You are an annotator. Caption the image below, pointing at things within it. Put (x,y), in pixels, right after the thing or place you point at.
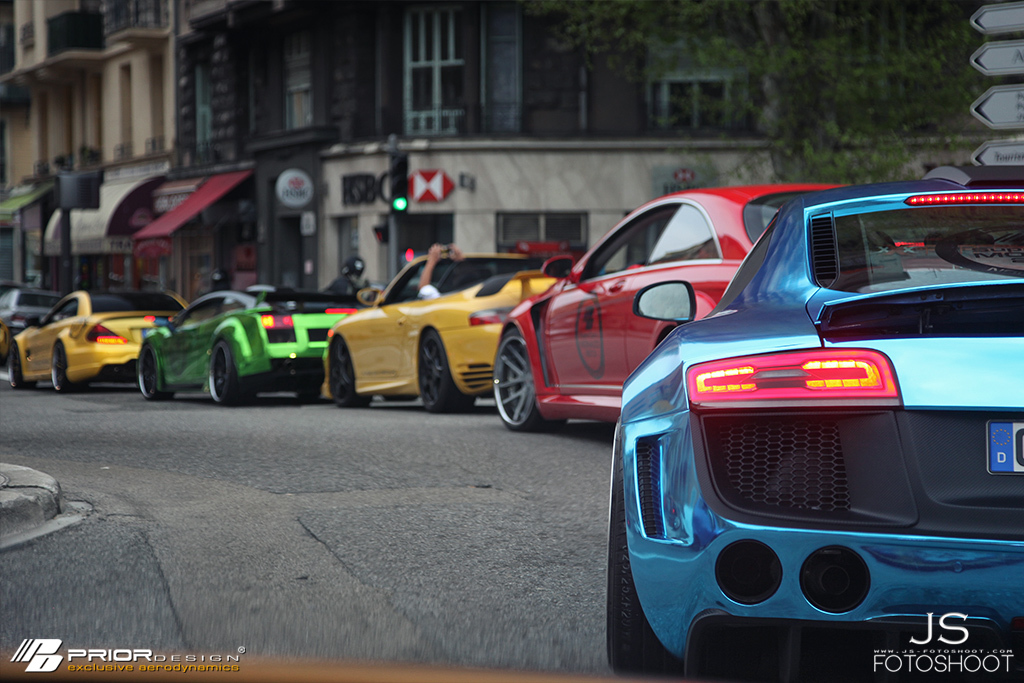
In this image we can see the colorful cars (507,362) on the road (281,491). We can also see some tail lights (115,340) lighting. In the background (258,21) we can see the buildings (573,82). There is a sign board (1006,13) and also a traffic signal light pole (402,181). We can also see the tree (840,169). At the bottom (98,667) there is logo (187,654) and also the text (918,658).
